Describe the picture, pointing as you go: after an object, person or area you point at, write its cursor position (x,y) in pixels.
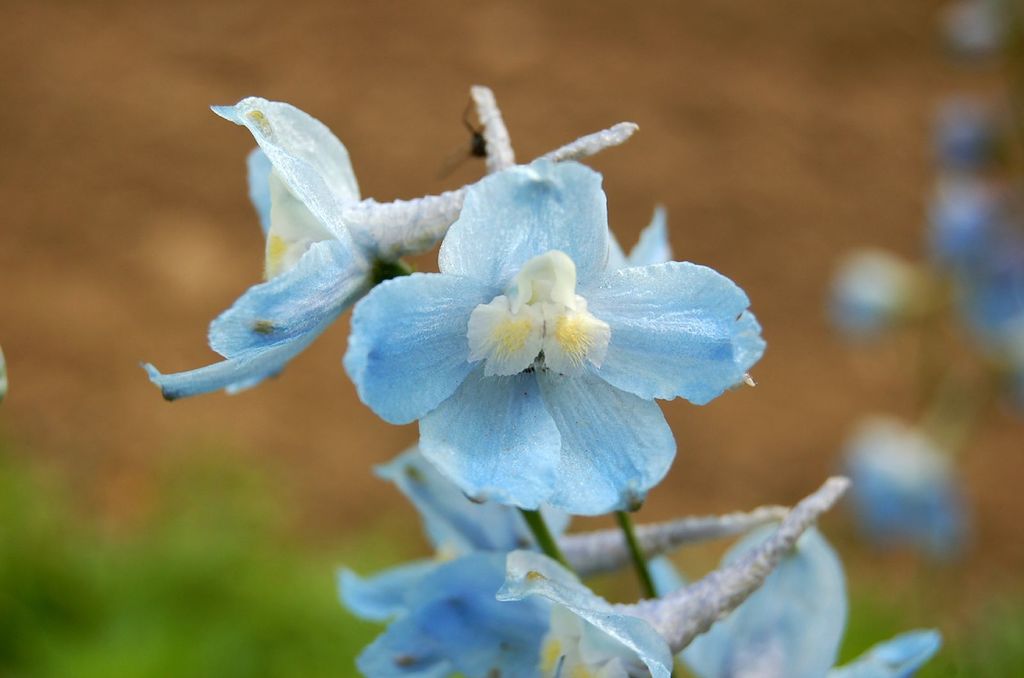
We can see flowers (538,649). In the background (166,282) it is blur.
